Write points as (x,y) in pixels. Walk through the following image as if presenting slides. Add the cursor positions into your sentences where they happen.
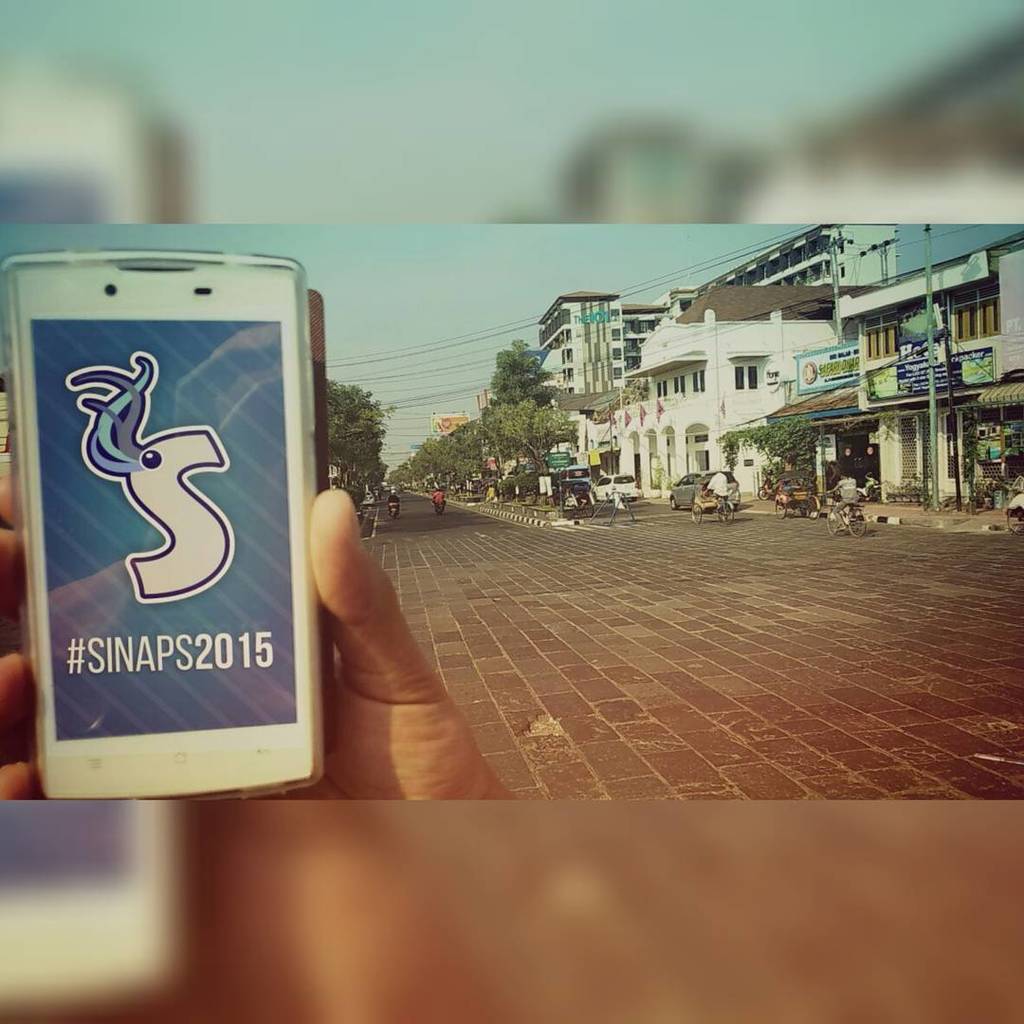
On the left side of the picture (322,504), we see the hands (353,733) of a person (416,712) holding a mobile phone (240,671). At the bottom of the picture (664,737), we see the road (817,586). We see two men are riding their bicycles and two men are riding the bikes (395,507). On the right side (842,362), we see buildings (726,372), trees (470,433) and poles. We even see vehicles (595,492) are moving on the road (564,587). There are trees (454,445) in the background (425,454). At the top of the picture (447,322), we see the sky (480,347).
